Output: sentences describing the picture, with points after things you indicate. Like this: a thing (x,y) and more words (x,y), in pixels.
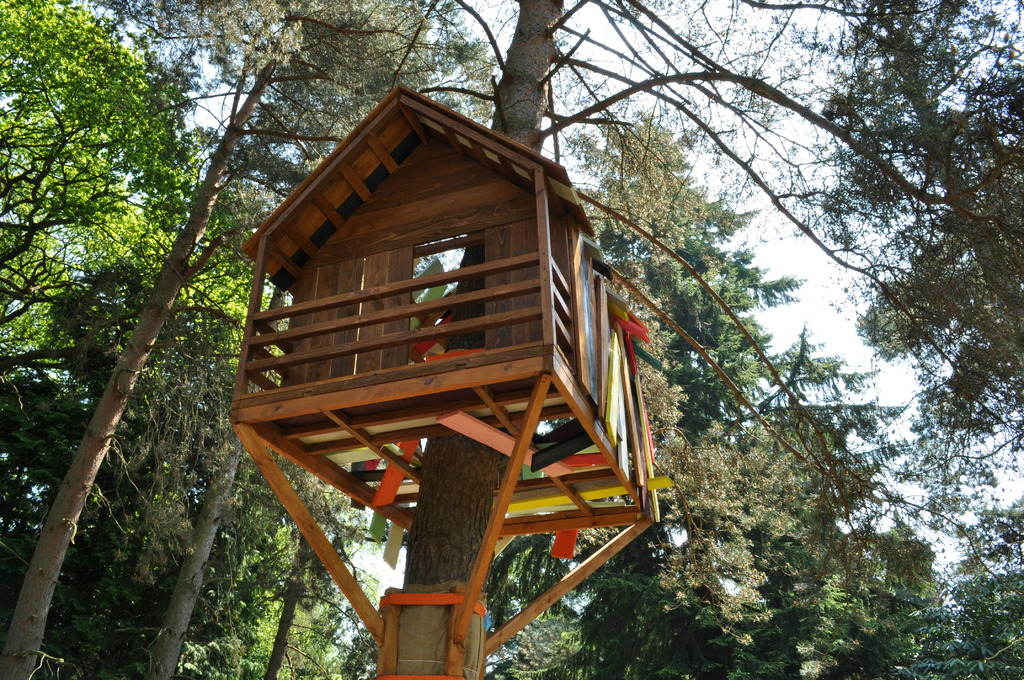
In this image I can see a tree house (516,377) which is made up of wood (547,325) which is brown in color and number of trees (839,639) which are green and brown in color. In the background (703,167) I can see the sky (741,234).
